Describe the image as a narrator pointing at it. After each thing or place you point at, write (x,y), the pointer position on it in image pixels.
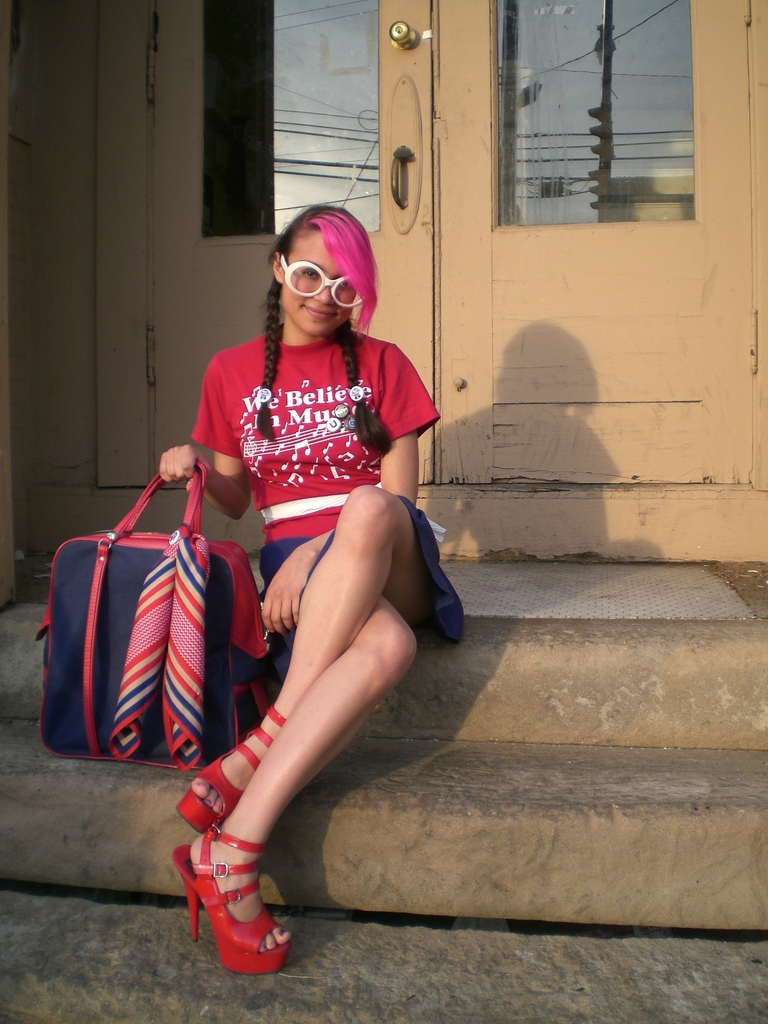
As we can see in the image there is a door (536,331) and a woman (315,568) sitting and holding bag (159,702).
